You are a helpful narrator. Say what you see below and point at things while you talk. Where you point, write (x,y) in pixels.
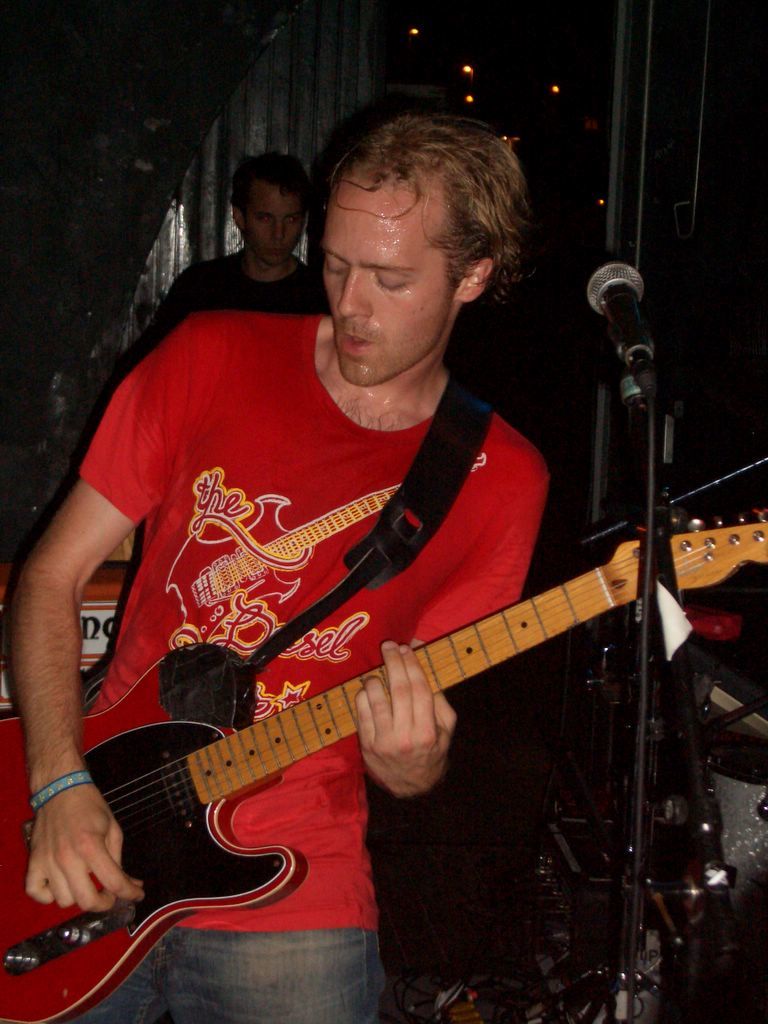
In the image we can see there is a person (294,408) who is standing and holding guitar (509,623) in the hand (375,710).
